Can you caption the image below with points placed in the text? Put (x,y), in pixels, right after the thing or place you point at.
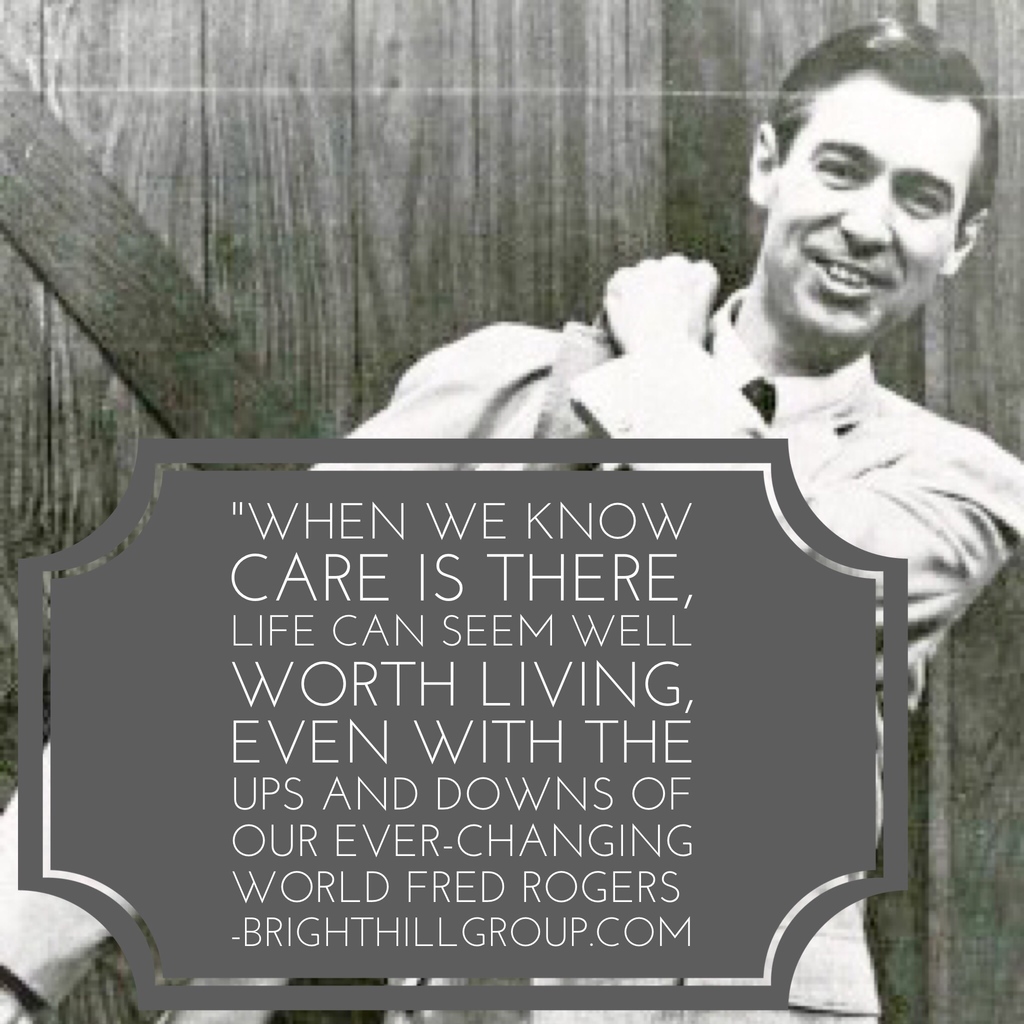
There is a person (932,291) in a shirt (919,511), standing and smiling. In front of him, there is a text box (713,514). In the background (228,188), there is a wooden wall (575,46).
